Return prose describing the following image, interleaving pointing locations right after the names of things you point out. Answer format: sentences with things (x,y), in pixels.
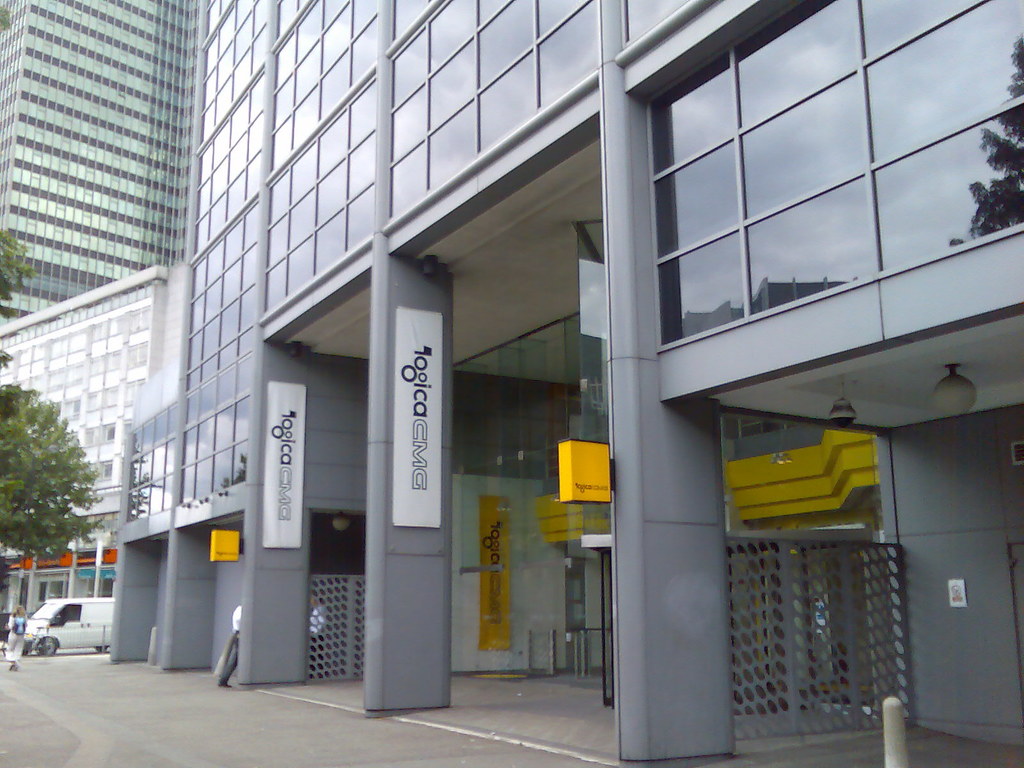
In the image there are huge buildings (276,312) and in front of the buildings (40,597) there is a pavement (92,667) and there is a woman (15,642) walking on the pavement (2,700), in front of the woman (11,625) there is a vehicle (56,615), on the left side (40,470) there are trees (39,415).
